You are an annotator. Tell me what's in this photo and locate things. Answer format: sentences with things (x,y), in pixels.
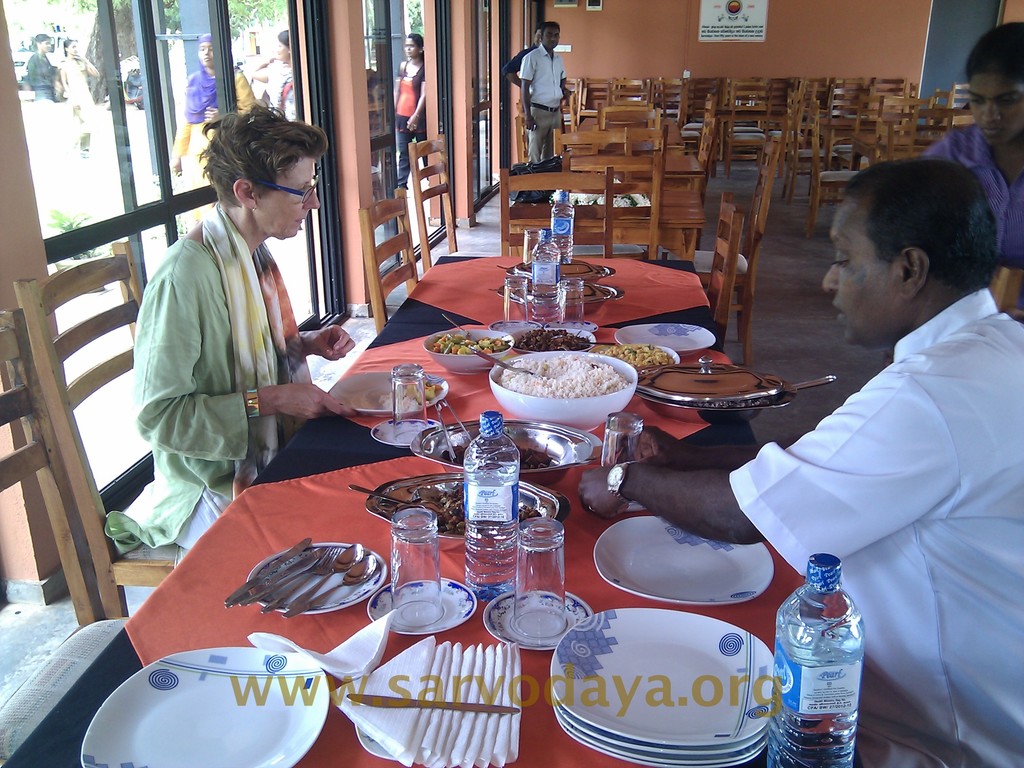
In this picture we can see two persons (912,691) are sitting on the chairs (50,352). This is table (242,570). On the table (57,755) there are plates (562,654), glasses (550,538), bottles (467,547), spoons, bowl (598,407), and some food (589,375). This is floor (804,295). Here we can see some persons (1013,76) are standing on the floor (807,240). This is glass (196,54) and there is a wall (797,41).
